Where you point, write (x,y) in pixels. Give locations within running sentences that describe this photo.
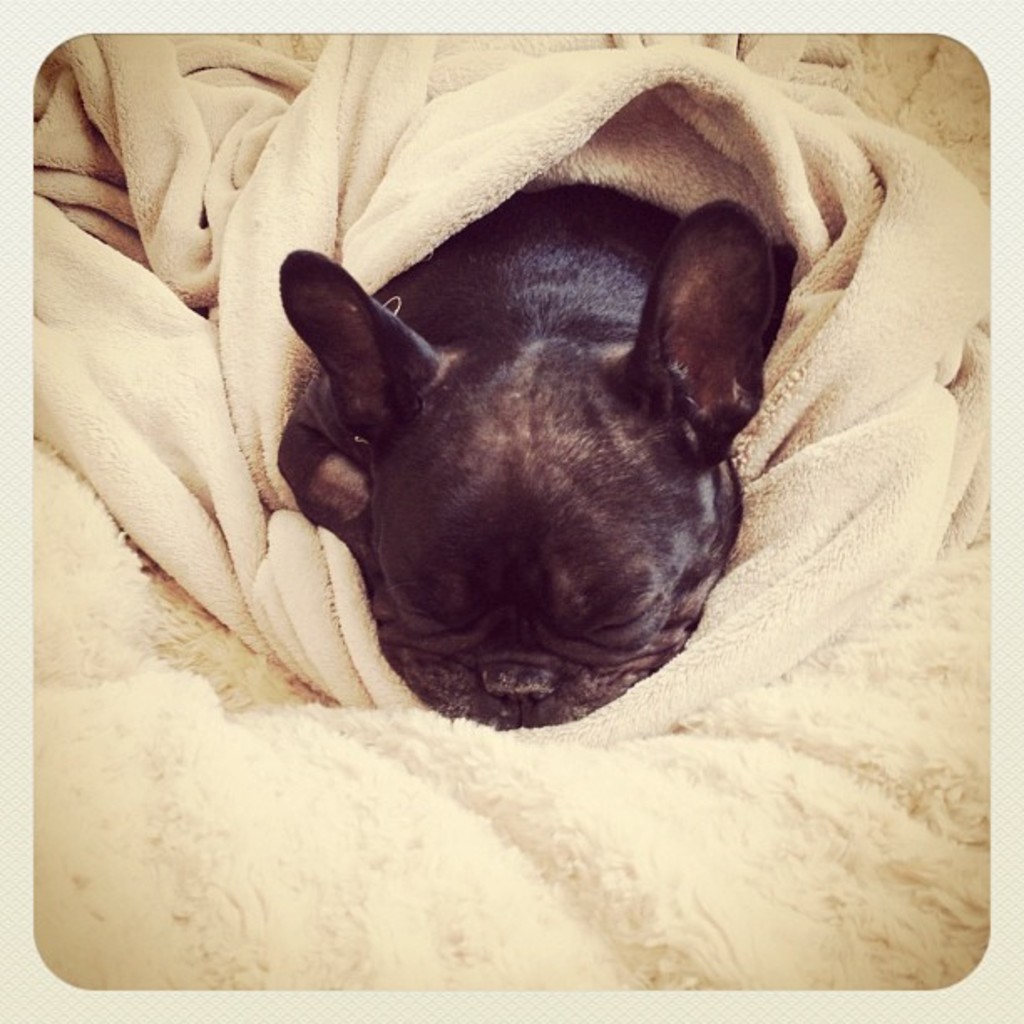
In this picture there is a dog (546,525) and on the dog (554,411) there is a cloth (871,296).
